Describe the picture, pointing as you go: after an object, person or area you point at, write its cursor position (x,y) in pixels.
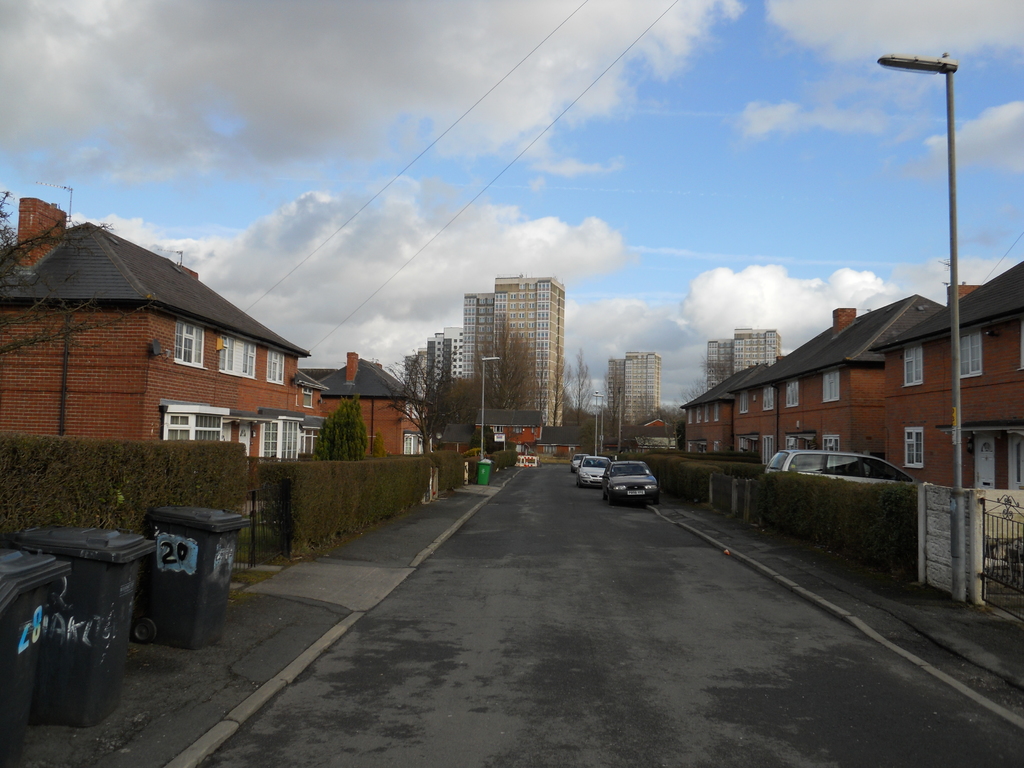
In this image I can see few vehicles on the road (710,609). Background I can see few buildings (186,377) in brown and white color, a light pole (952,148) and the sky (679,96) is in blue and white color.
